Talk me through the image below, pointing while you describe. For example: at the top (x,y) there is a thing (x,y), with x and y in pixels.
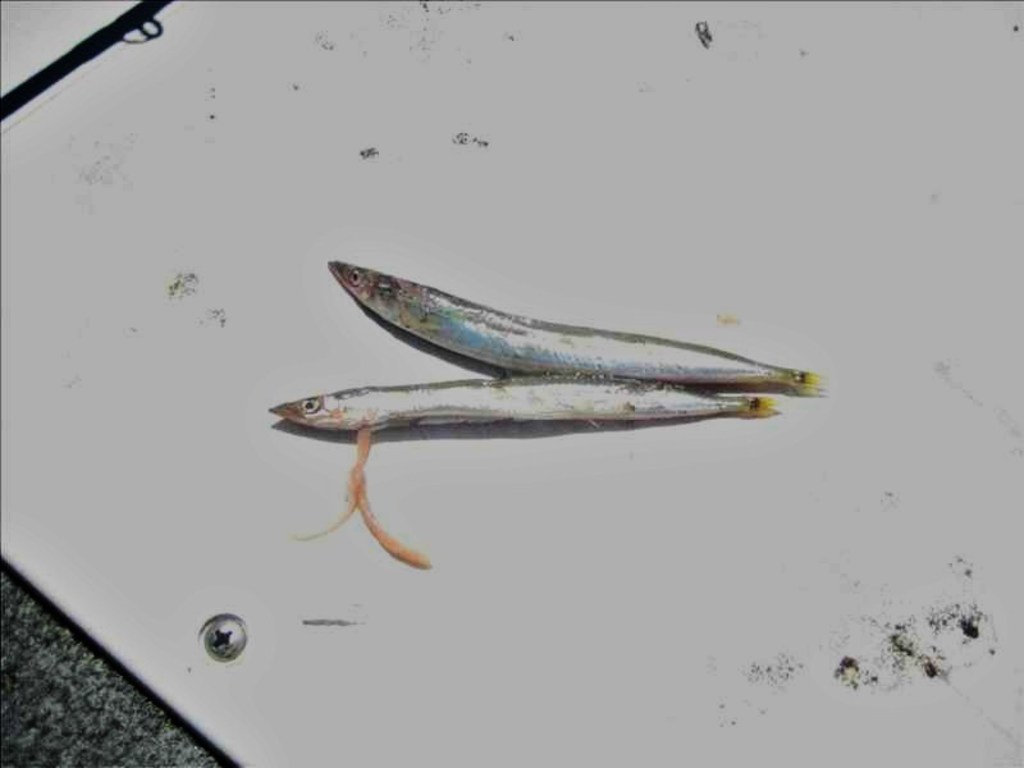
In this image, we can see fishes (523,397) on object (365,370).
